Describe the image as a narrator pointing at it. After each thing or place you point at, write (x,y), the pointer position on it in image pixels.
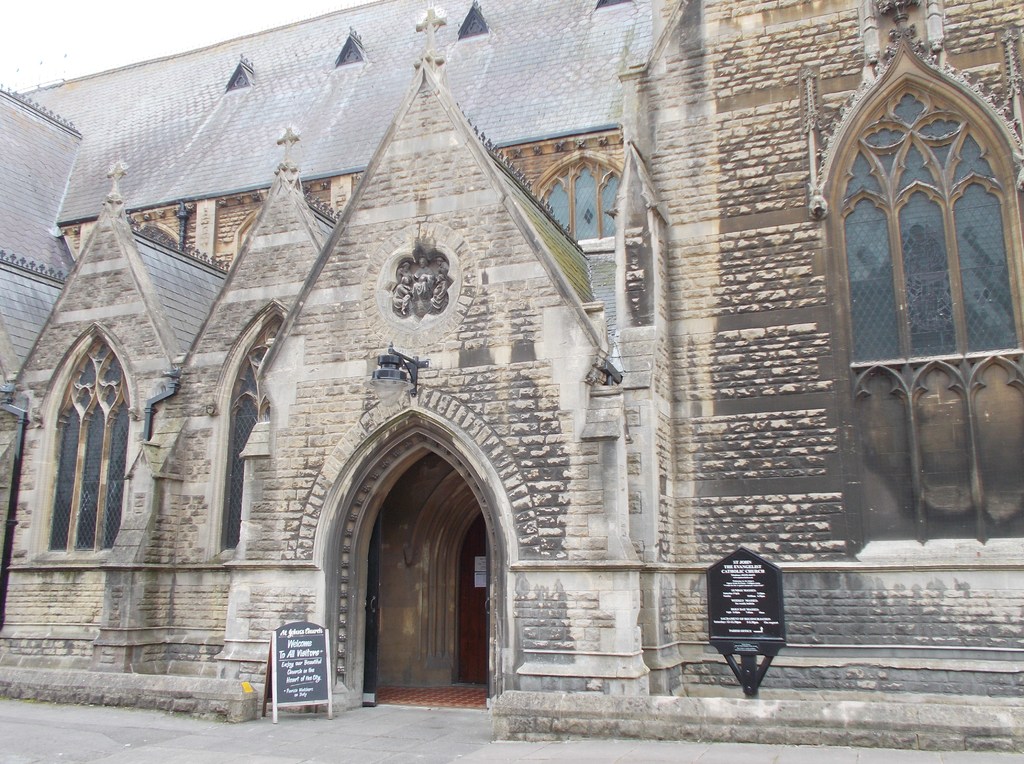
In this image there is a building (676,505) and we can see boards (295,660). In the background (210,33) there is sky (203,26).
